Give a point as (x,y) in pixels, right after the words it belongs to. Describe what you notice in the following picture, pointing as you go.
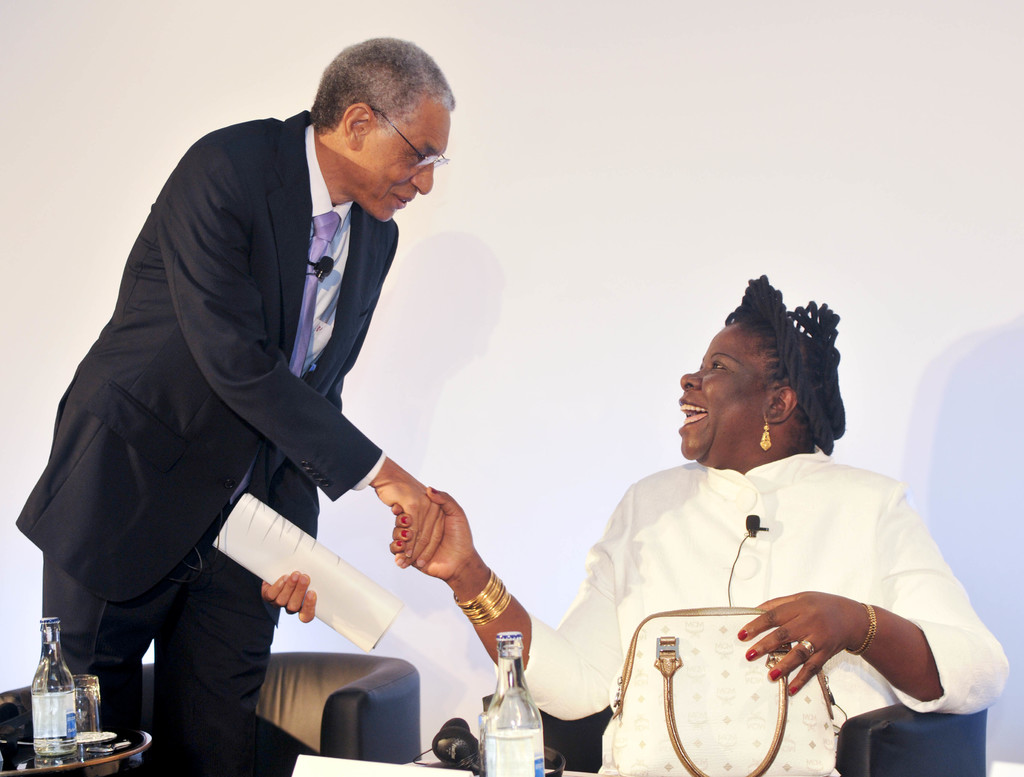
Woman (767,508) sitting on the chair (872,722) and on the table (646,772) we have bottle (526,718), headphones (466,759) and a man (206,581) standing holding paper (329,589).
